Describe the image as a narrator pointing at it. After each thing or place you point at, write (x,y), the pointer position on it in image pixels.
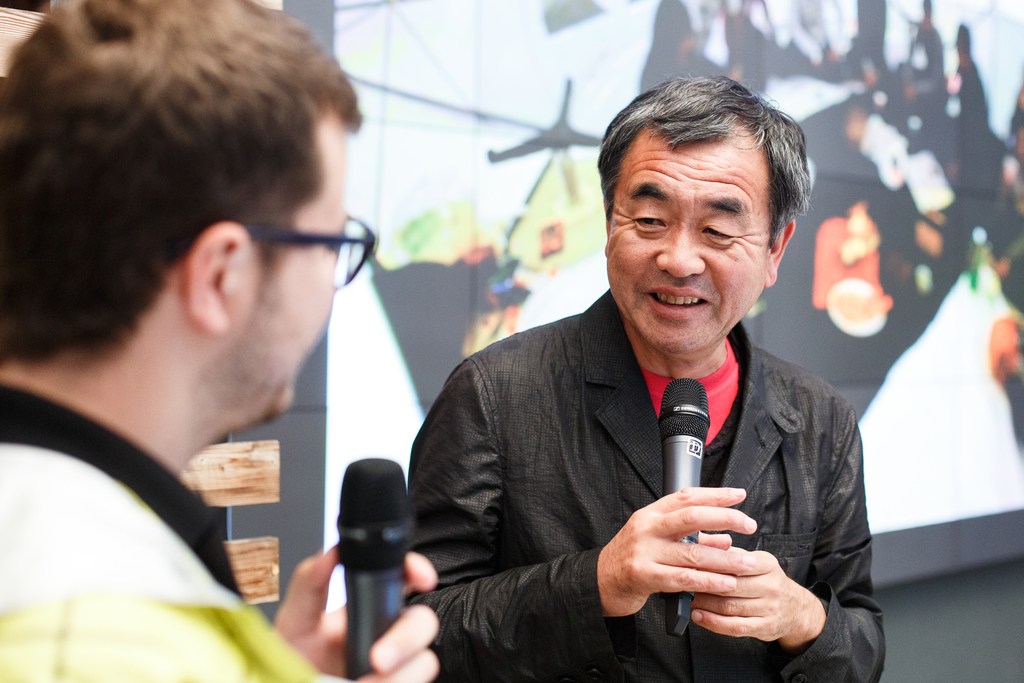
In this image we can see two persons (424,445) holding mics (664,477). Behind the persons (258,345) we can see the wooden object (279,449) and a wall (390,311). On the wall (512,195) we can see an image (583,272). In the image (453,170) we have few persons (936,83) and few objects (886,176) on a table (773,334).
